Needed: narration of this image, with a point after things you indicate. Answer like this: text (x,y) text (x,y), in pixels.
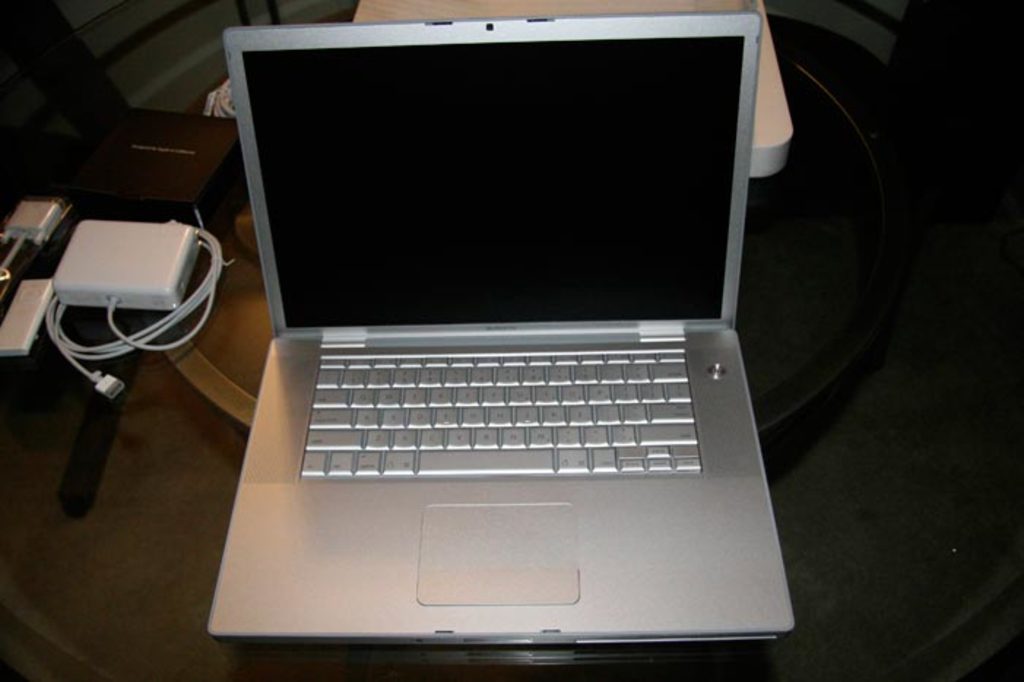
In the image we can see there is a laptop (570,448) kept on the table (111,451) and there is a charger box (127,290) kept on the glass table (134,526).
